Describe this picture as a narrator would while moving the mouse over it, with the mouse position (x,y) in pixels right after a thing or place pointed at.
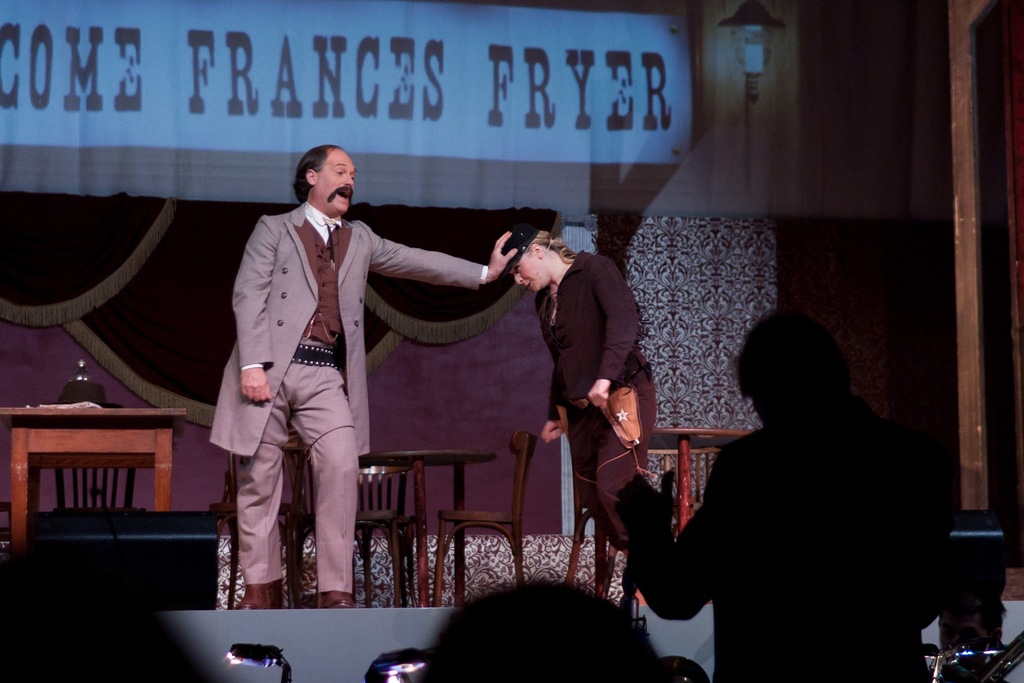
In this picture there is a man (316,270) who is wearing suit (311,285), trouser (279,449) and shoe (268,602). He is standing on the stage (219,610). Beside him there is a woman (573,436) who is wearing cap (535,230), shirt (564,344) and trouser (633,453). She is standing near to the tables (85,415) and chairs (524,465). On the left (61,414) i can see the papers (39,405) on the table (79,426). At the top (503,147) i can see the banner (672,31) and light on the wall (845,221). At the bottom (724,469) there is a man (810,607) who is standing near to the lights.
